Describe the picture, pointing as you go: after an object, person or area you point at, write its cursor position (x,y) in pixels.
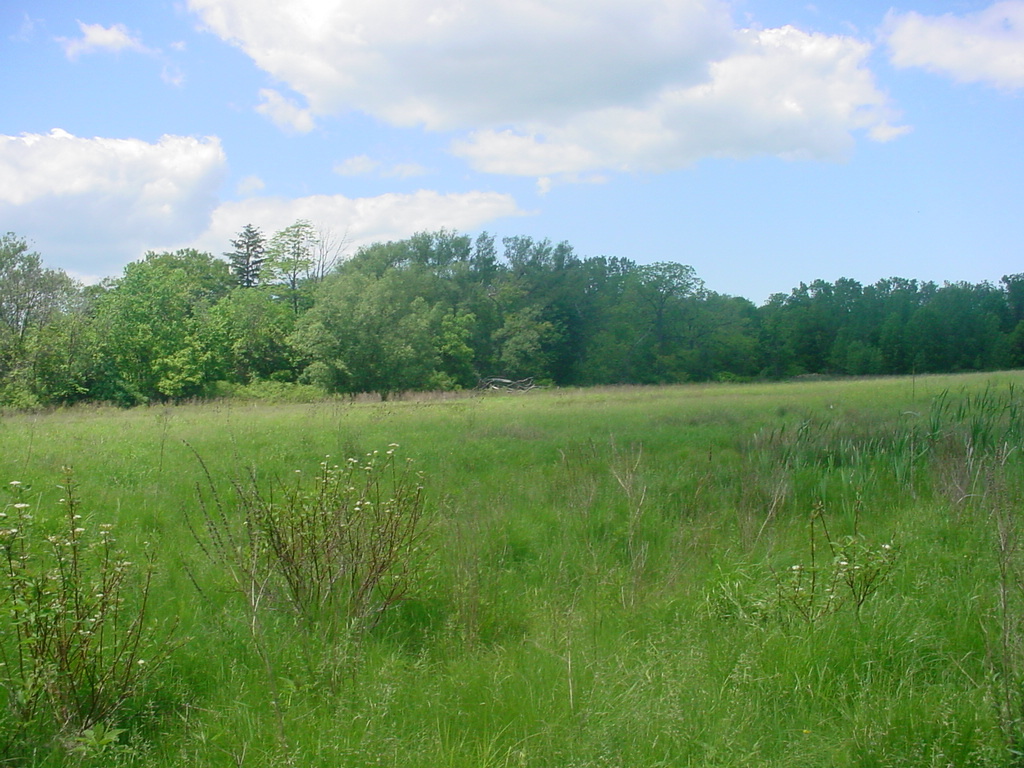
In the foreground of the image (861,475) we can see group of plants (855,569) and grass (562,586). In the background (984,344), we can see a group of trees (623,357) and the cloudy sky (628,182).
